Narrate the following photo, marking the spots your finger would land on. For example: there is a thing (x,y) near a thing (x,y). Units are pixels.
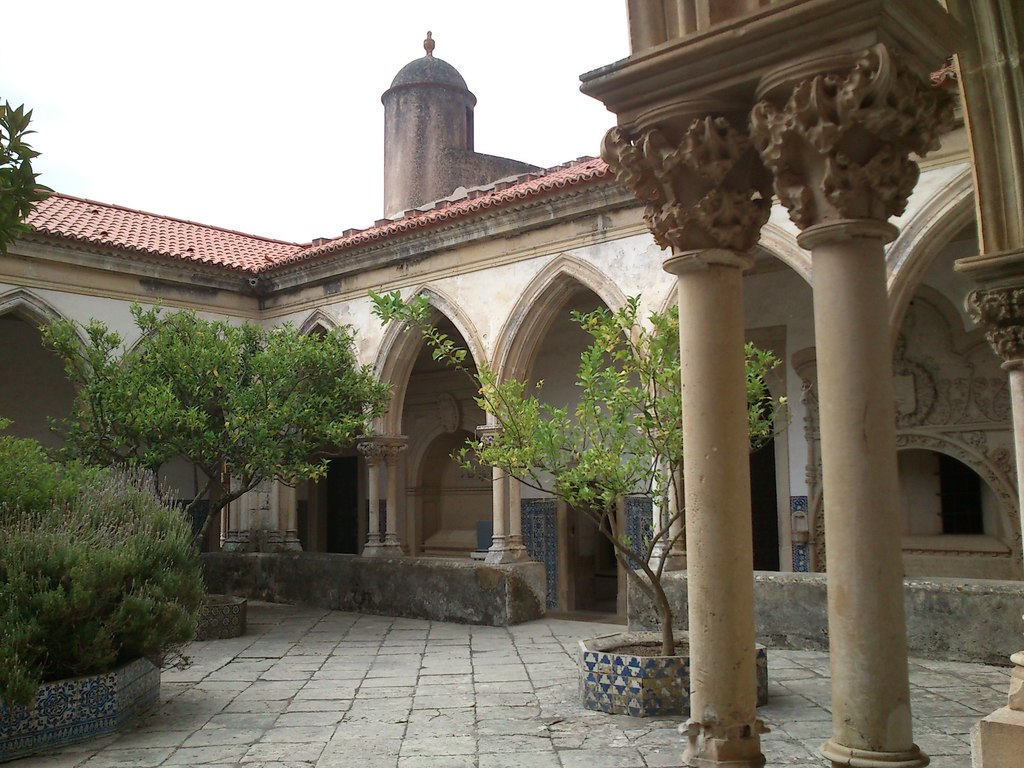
In this image in the center (467,472) there is a building (547,325) and in the foreground (723,391) there are pillars (735,513), and also there are some plants (167,602) and flower pots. At the top (82,221) there is roof (96,221), and at the top of the image (499,46) there is sky (279,124). At the bottom (554,659) there is floor (501,668).
